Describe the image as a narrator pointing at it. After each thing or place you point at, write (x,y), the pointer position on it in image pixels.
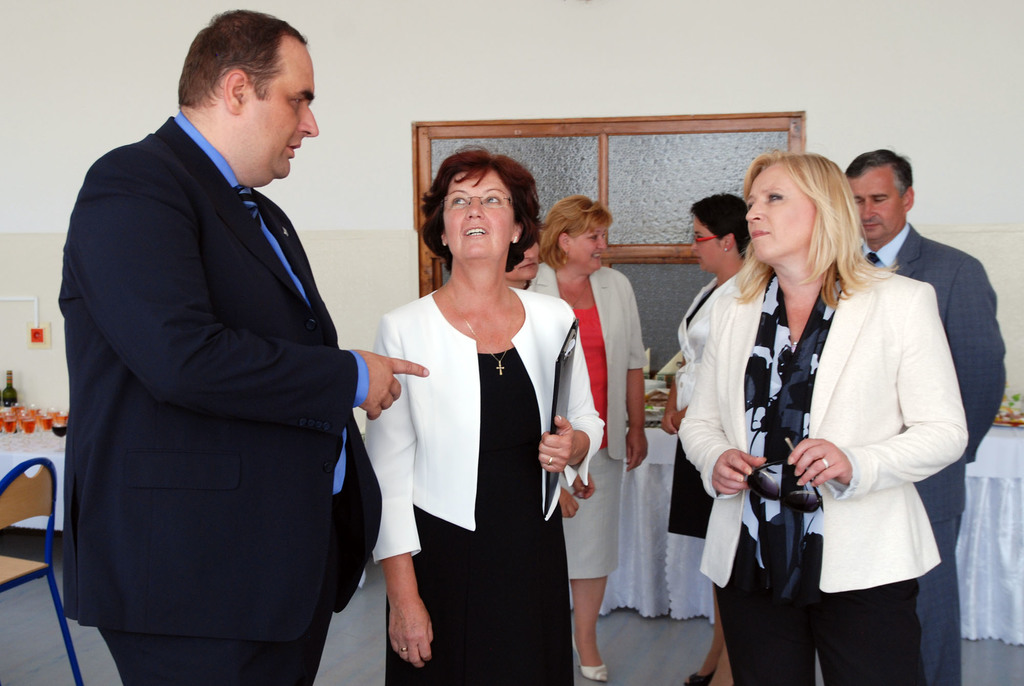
In this image I can see few persons (458,405) standing. On the left side (13,474) I can see a chair (49,549). I can see a bottle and few glasses (62,433). In the background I can see a window (694,186).
